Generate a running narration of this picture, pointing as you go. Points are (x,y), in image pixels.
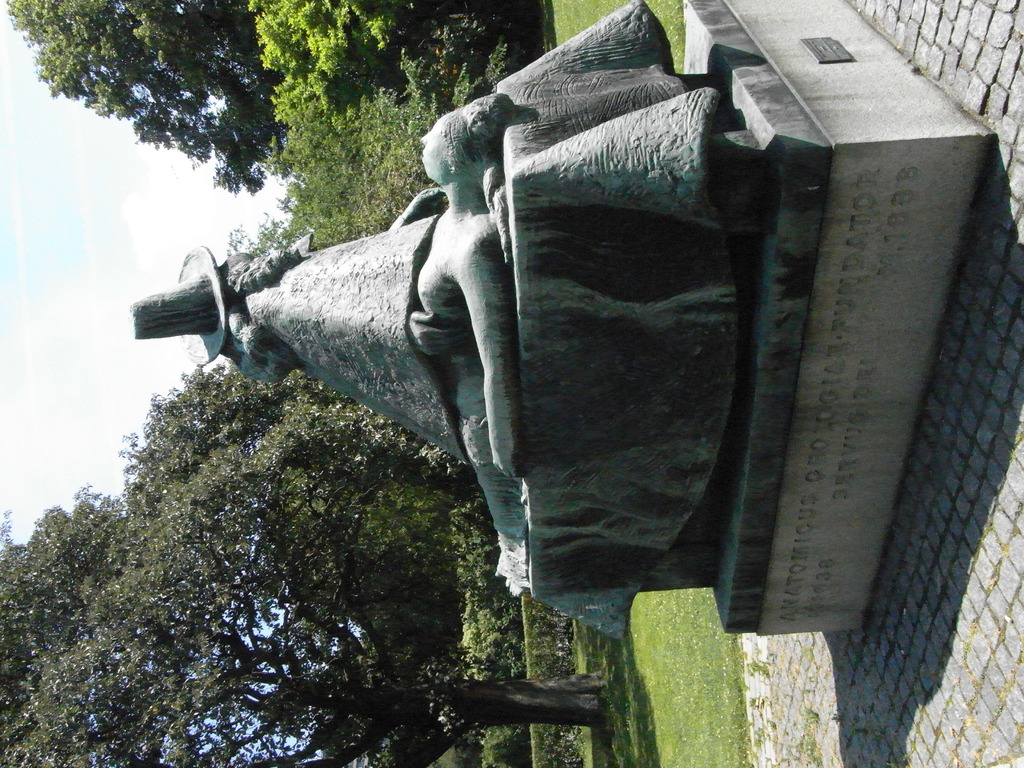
This is an outside view and this image is in left direction. Here I can see a statue (489,386) of a person (433,318) on the pillar (822,462). In the background (692,697), I can see the grass (641,669) and trees (283,595). On the left side (71,263), I can see the sky (73,227).
